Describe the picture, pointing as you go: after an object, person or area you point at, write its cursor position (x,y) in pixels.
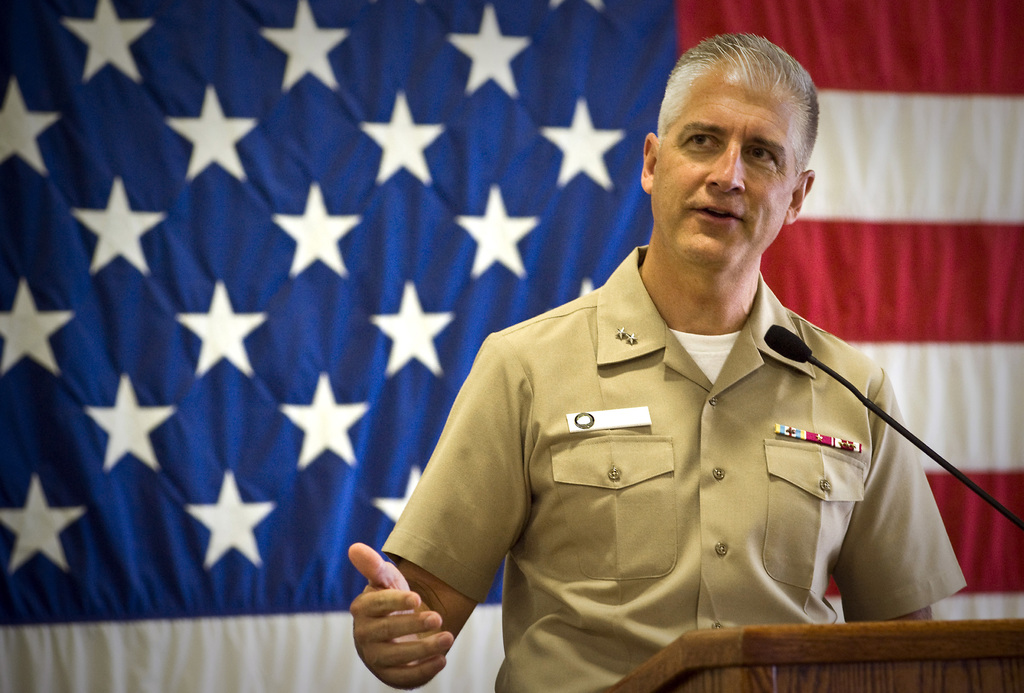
This picture shows a man (563,525) standing at a podium (1008,627) and speaking with the help of a microphone (884,421) and we see a flag (890,222) on the back (949,307) and we see couple of badges (611,421) on his shirt (588,579).
